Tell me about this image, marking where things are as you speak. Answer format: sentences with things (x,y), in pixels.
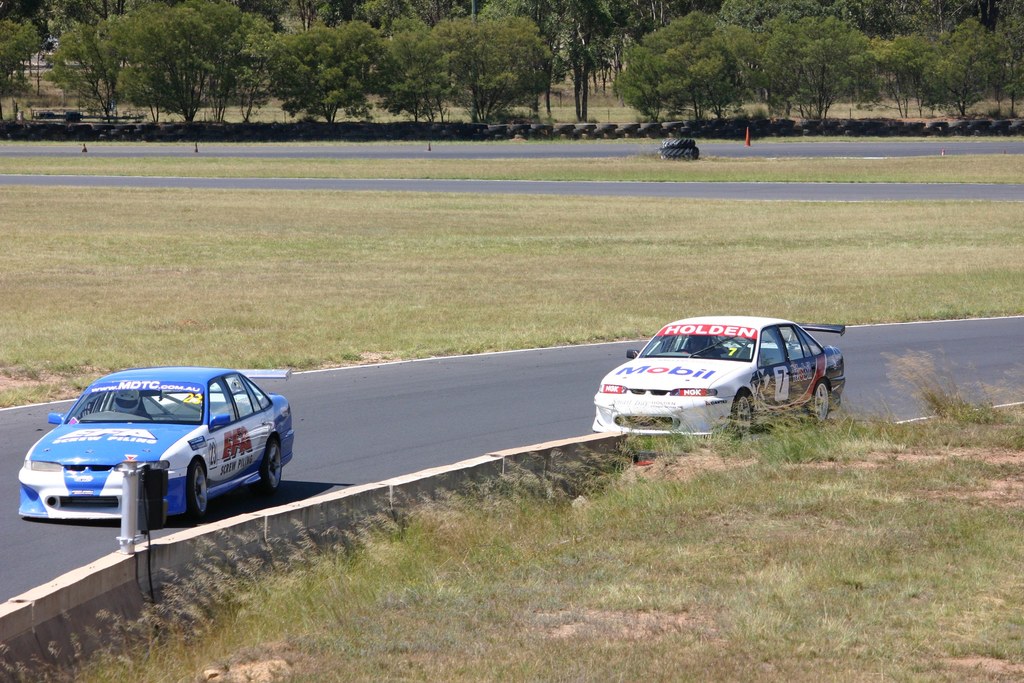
In this image we can see cars (54,444) on the road (601,362). At the bottom (594,539) there is grass (490,539). In the background (153,42) there are trees (298,72) and we can see tires (688,142). There are traffic cones (748,145).
